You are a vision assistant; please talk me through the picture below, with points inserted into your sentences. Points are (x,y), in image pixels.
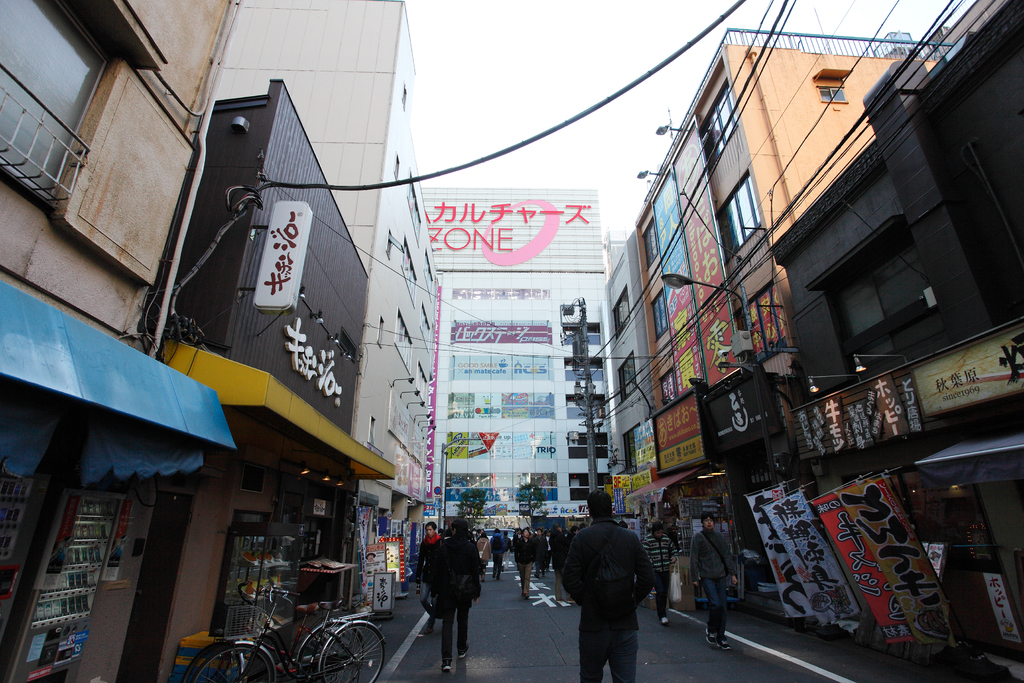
This image is taken outdoors. At the bottom of the image (565,637) there is a road (552,615). In the middle of the image (541,244) a few people (572,587) are walking on the road (411,602) and there is a building (471,369) with many boards (510,327) and text (528,328) and there is a pole (574,325). On the left side of the image (152,56) there are a few buildings (319,333) and there are a few boards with text (320,366) on them and a bicycle (306,607) is parked on the road (378,621). On the right side of the image (773,172) there are a few buildings (1014,491) and there are many boards (799,571) with text (731,396) on them and there is a street light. There are a few wires (609,358).
